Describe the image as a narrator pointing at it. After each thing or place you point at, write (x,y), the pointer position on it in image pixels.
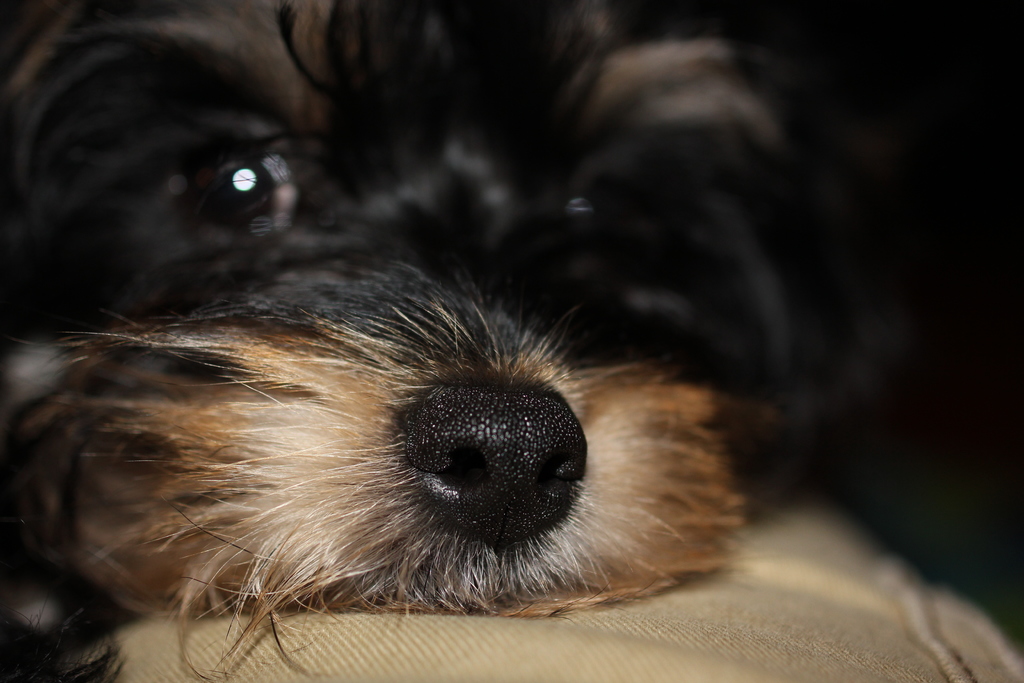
In this image we can see a dog (537,356) on the surface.
